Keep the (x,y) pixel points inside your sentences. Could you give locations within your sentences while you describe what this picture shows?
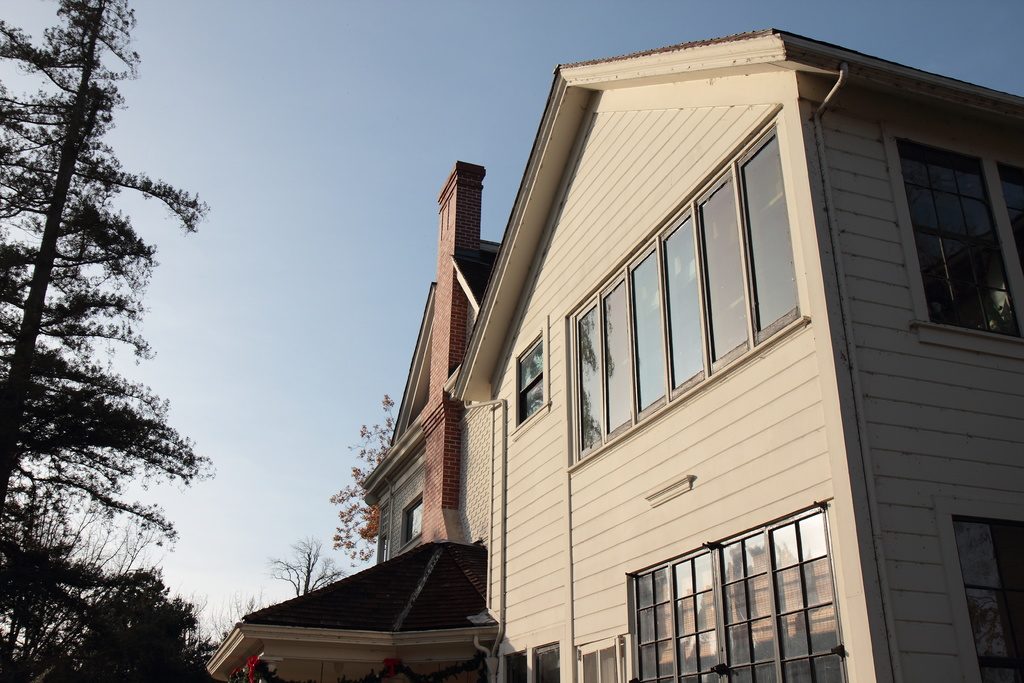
In this picture I can see a building (455,493) with windows (612,653), there are trees (181,636), and in the background (304,127) there is the sky (345,93).
